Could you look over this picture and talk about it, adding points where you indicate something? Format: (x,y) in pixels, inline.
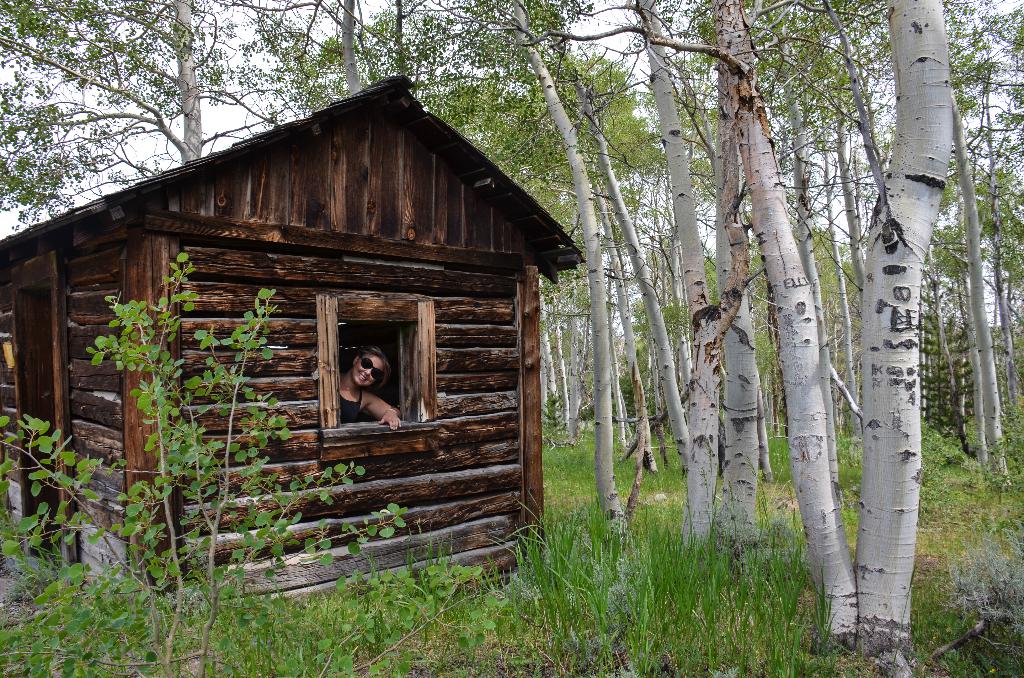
In the picture we can see a part of the wooden house (0,352) with a window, from it we can see a woman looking outside and smiling and around the house (52,246) we can see the grass surface (581,518) and trees (575,351) and from the trees (903,140) we can see the part of the sky (3,83).
